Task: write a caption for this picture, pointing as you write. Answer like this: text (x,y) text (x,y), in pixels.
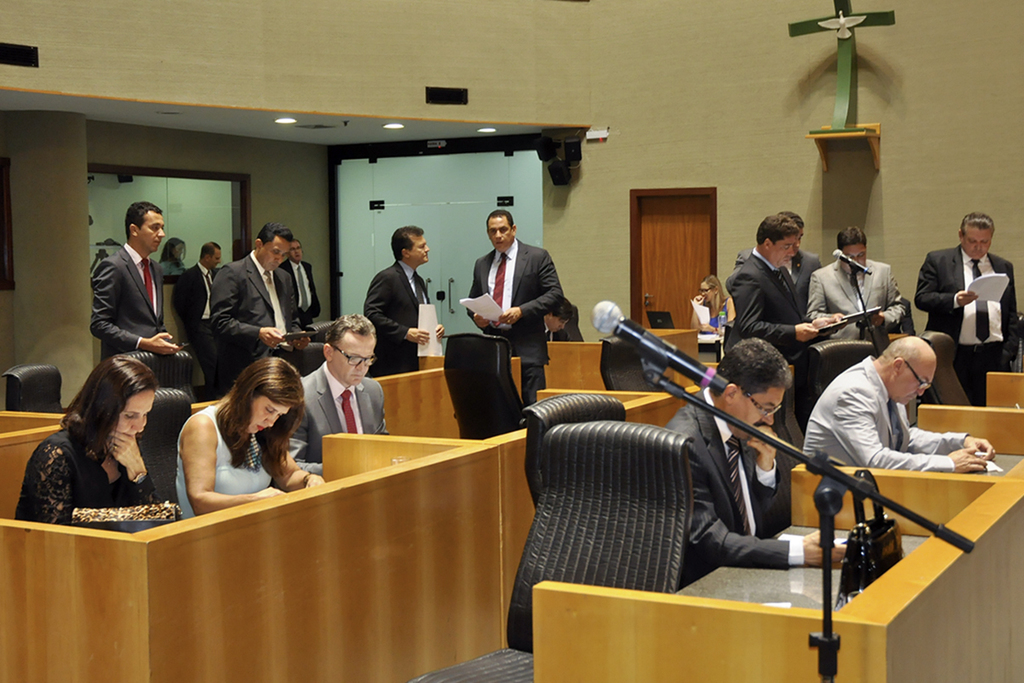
In this image few persons (703,432) are sitting on the chairs (534,427) before a table (1006,546). Few persons (393,269) wearing suit (953,282) and tie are standing. A woman (717,310) holding a paper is sitting before a table (696,333) having a laptop (651,314) on it. There is a idol (850,66) kept on the shelf (867,123) which is attached to the wall (806,185) having doors (708,235). Few persons (818,305) are standing before a mike stand (870,333).
